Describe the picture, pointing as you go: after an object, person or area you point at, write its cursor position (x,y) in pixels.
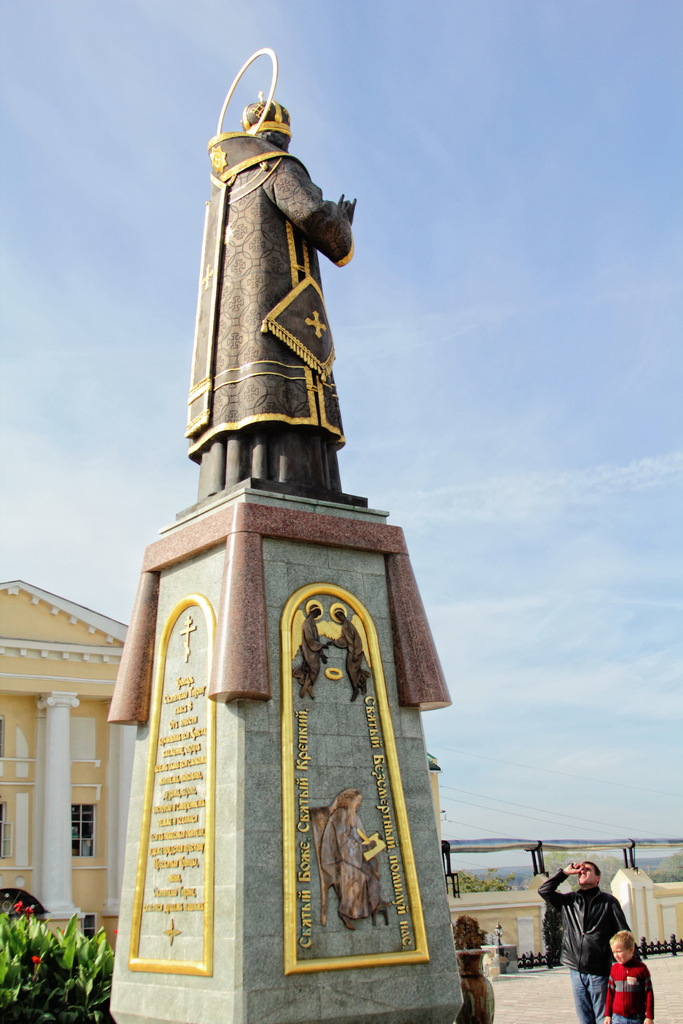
In this picture we can see a statue (266,185), plant (35,959), building (89,930) with windows (72,850), pillars (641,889), wall (488,907) and two people (571,930) standing on the floor (670,980) and in the background (503,577) we can see the sky (503,577).
